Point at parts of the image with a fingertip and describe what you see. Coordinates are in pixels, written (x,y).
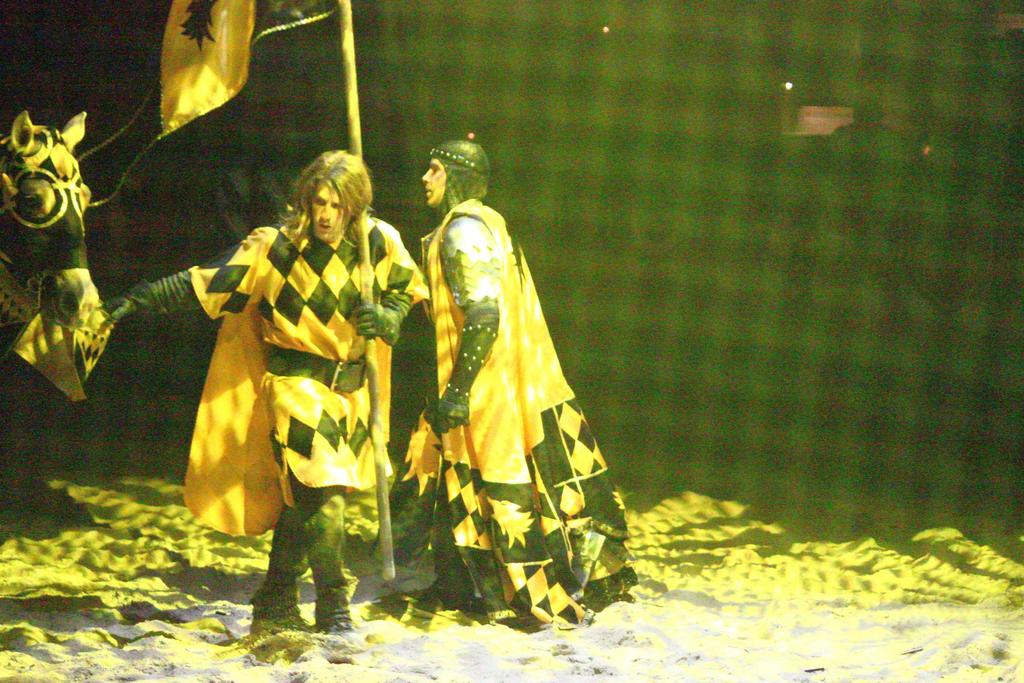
In this image there are two people (298,446) standing. They are wearing costumes (313,441). The man (312,288) standing on the left (329,380) is holding a flag (373,342) and we can see a horse (37,246). At the bottom (262,660) there is sand (857,549). In the background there are lights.
